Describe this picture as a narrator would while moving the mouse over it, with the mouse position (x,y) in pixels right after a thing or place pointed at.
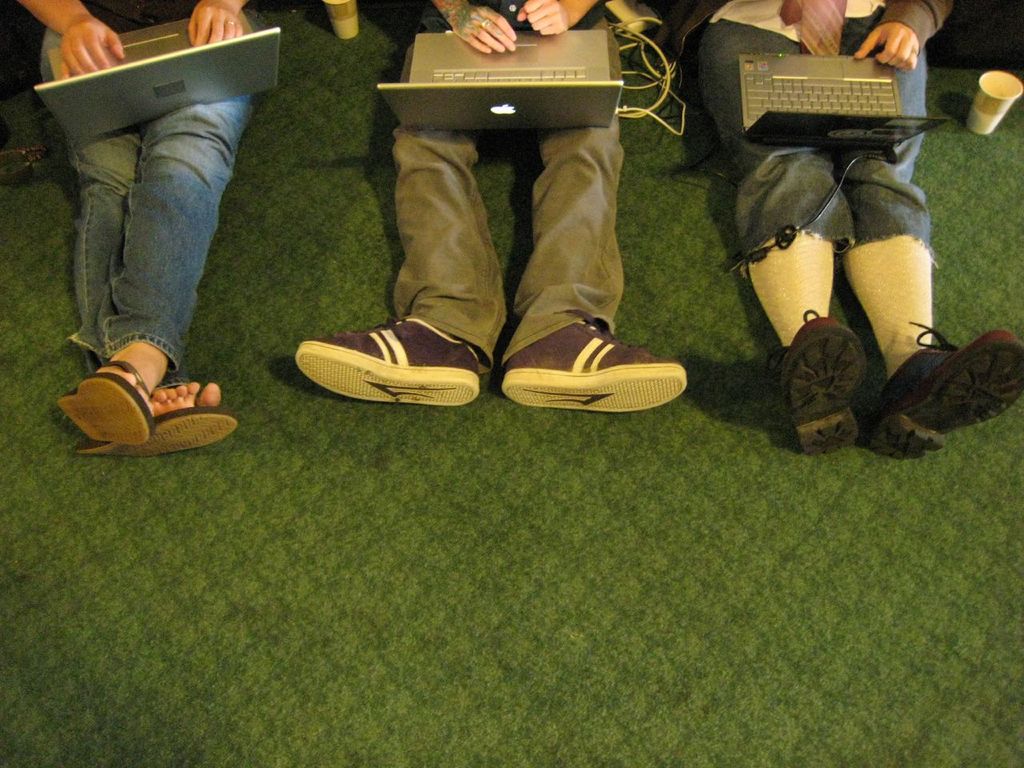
In this image we can see there are three people (753,153) sitting on the carpet (668,471) and placed their laptops (772,118) on their laps (457,159), beside them there are glasses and cables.
